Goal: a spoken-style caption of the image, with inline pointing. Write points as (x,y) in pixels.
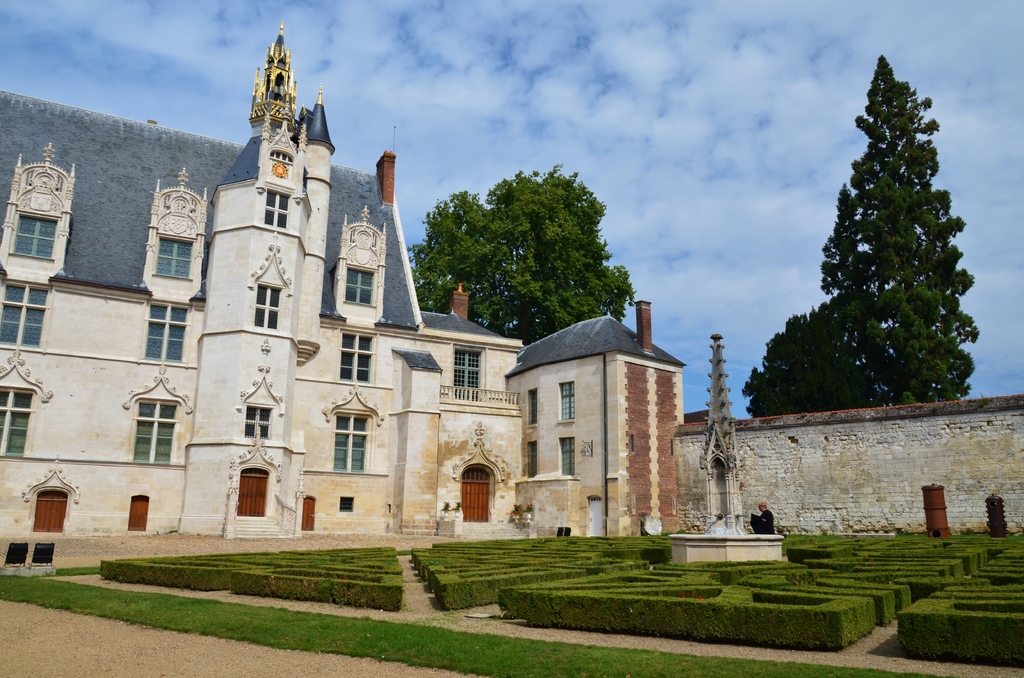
This picture consists of building (236,426) and the wall (827,438), in front of the wall (690,518) there is a person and bushes (554,542) visible, at the top (275,33) I can see the sky (576,33) and trees (535,249).
